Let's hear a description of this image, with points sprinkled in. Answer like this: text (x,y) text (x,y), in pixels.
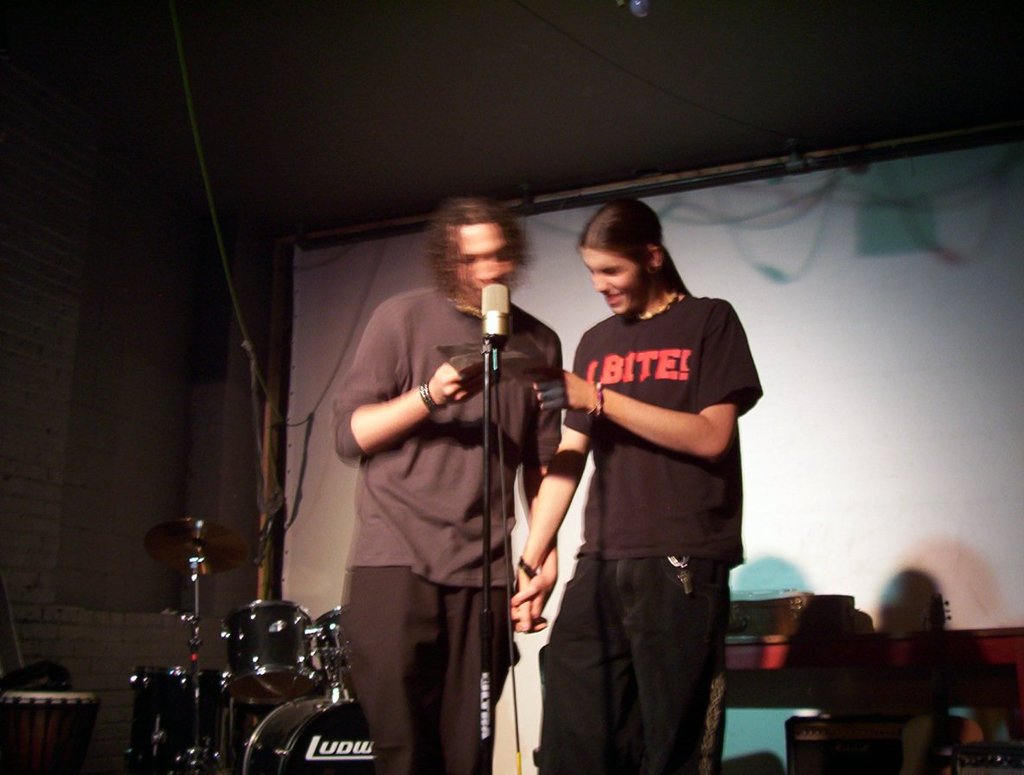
In this picture we can see two men (734,339) standing and in front of them we can see a mic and in the background (300,632) we can see drums (272,663).
